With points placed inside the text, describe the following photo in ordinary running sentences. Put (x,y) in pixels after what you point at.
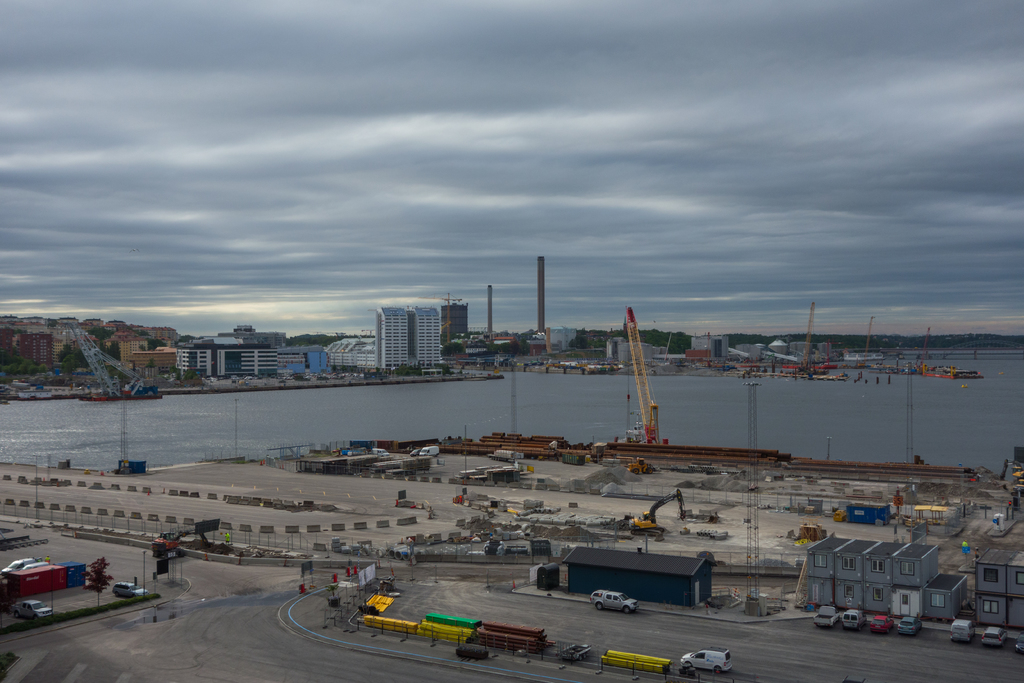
In this image I can see the water (168,442) in the middle (371,422), at the bottom (517,676) there are some cars (612,594) on the road (605,681) and the background (361,182) is the sky (489,139).
